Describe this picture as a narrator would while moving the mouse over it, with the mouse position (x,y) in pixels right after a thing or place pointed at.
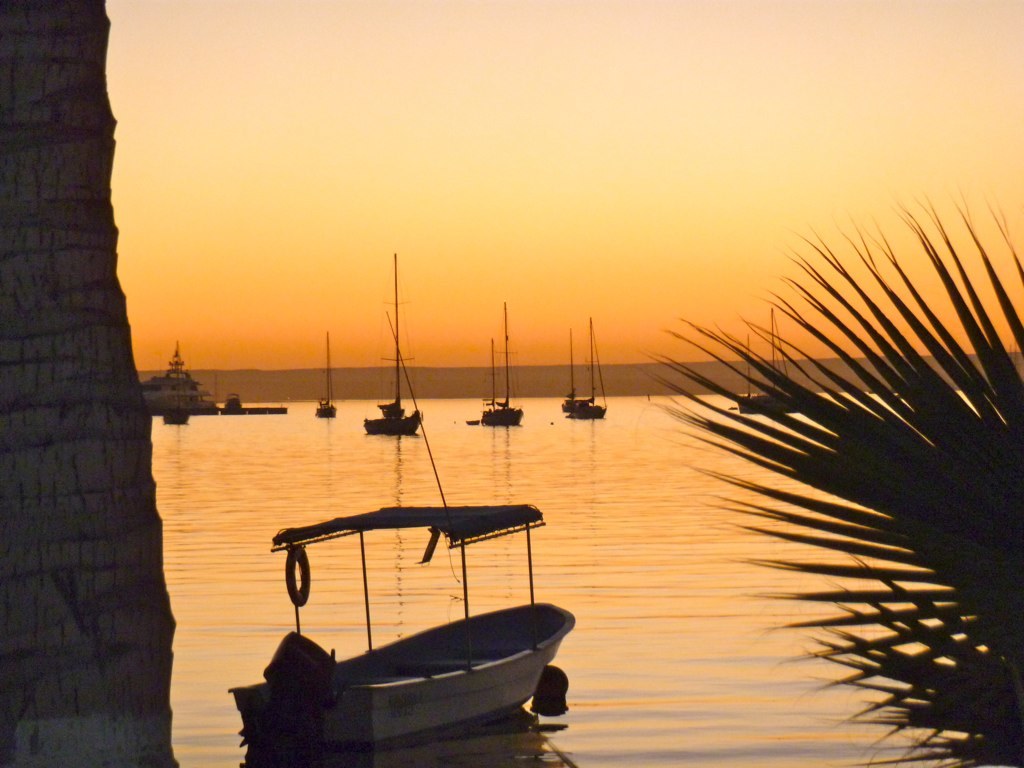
In this image we can see boats (348,523) in water (318,605), trees (57,141). In the background (696,313) we can see sky (328,277).
